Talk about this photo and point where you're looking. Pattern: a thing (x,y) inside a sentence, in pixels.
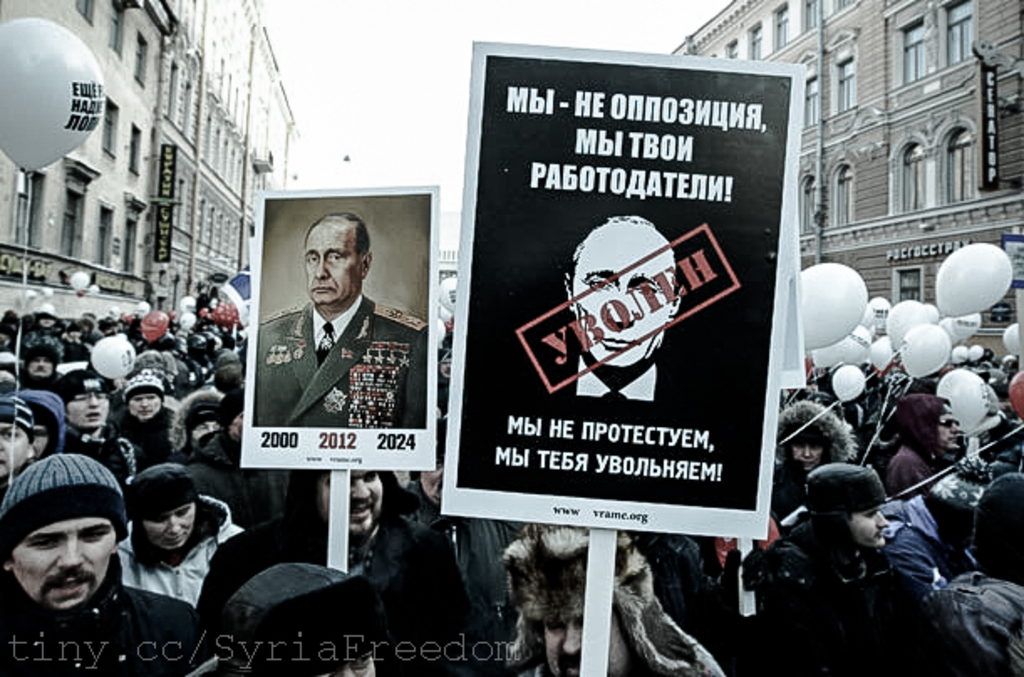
In this image I can see number of people (22,342) are standing. I can see all of them are wearing caps (5,522) and jackets (910,676) and I can see most of them are holding white balloons (55,45). In the front (283,438) I can see two boards (393,376) and on one board (294,255) I can see a picture (267,424) of a man (356,219) and I can also see something is written on these boards (499,198). On the both sides of the image I can see few buildings (917,105), few boards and on these boards (98,280) I can also see something is written. On the bottom left side of the image (32,639) I can see a watermark (449,650).
